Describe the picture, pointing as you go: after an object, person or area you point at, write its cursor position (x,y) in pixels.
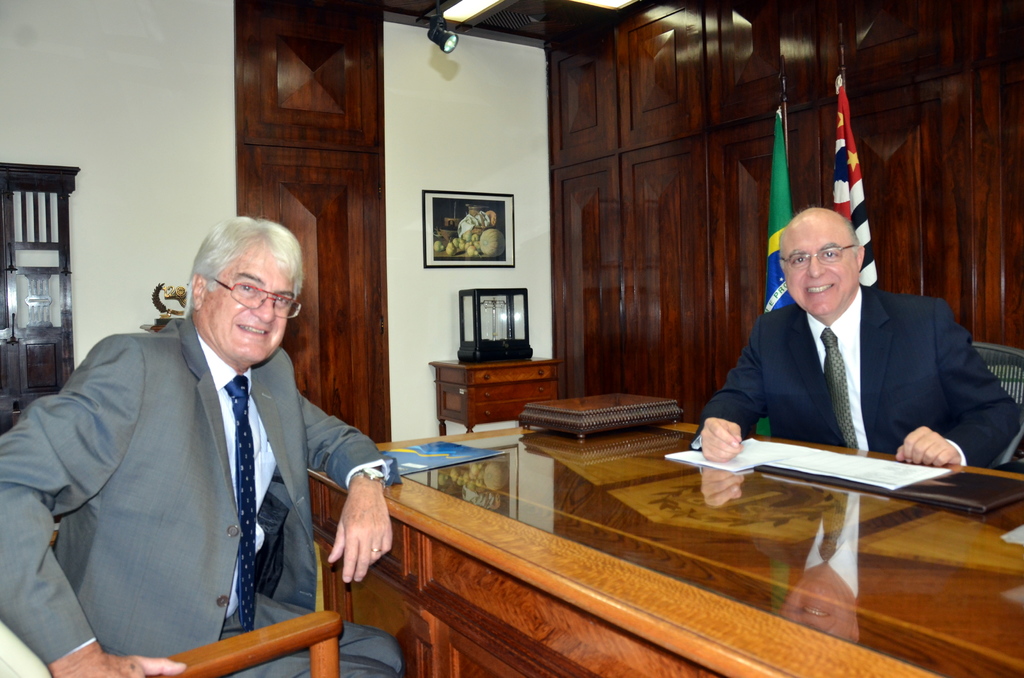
In this image I see 2 men (27,517) who are sitting on chairs (995,359) and I see that this man (243,497) is wearing grey color suit (126,411) and this man (765,347) is wearing navy blue suit (795,366) and I see that both of them are smiling and I see a table (556,474) over here on which there are few things (848,481). In the background (49,24) I see the wall (123,51), a photo frame (463,201) over here and I see 2 flags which are colorful and I see the lights (620,1) on the ceiling (472,30).
